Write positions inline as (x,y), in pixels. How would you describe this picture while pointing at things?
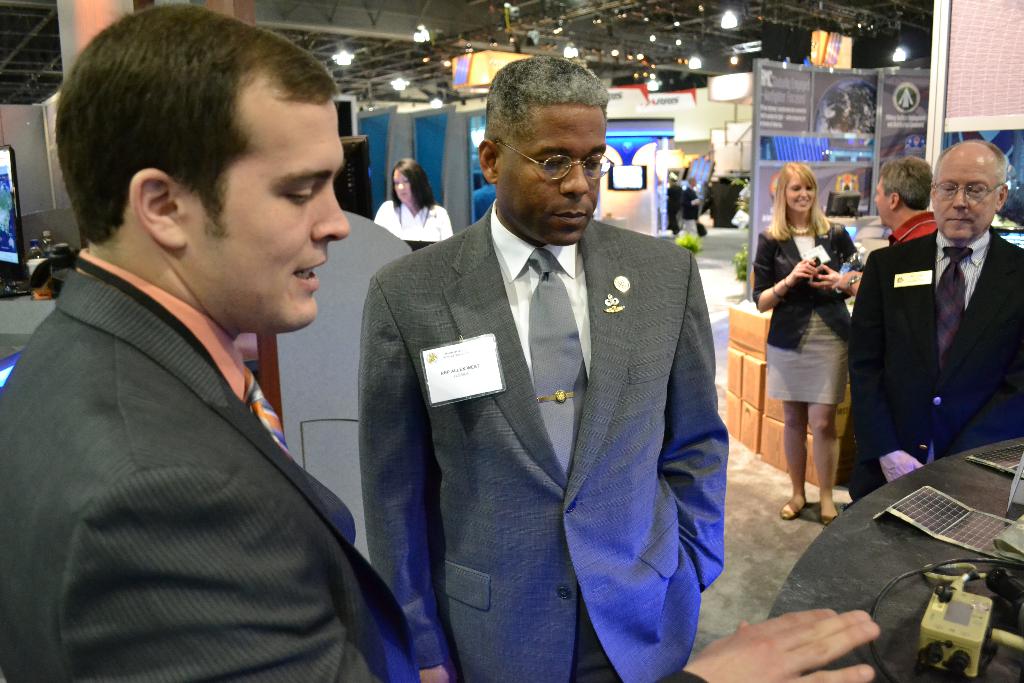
In this image we can see people (529,324). In the background of the image (627,194) there are stalls (611,146). At the top of the image (400,71) there is ceiling (391,24) with lights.
